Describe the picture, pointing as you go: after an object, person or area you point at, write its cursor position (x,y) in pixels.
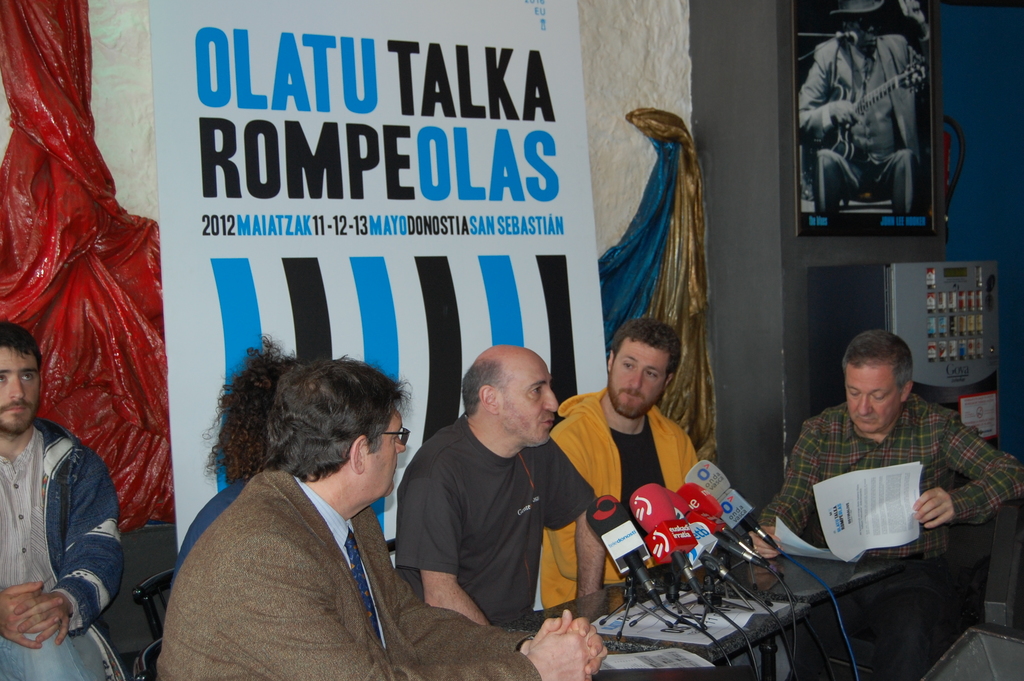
In this image in the front (653,555) there is a table (729,639), on the table (677,604) there are mics (674,566). In the center (633,434) there are persons (32,523) sitting on the chair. In the background (330,215) there is a board (391,190) with some text (411,199) written on it and there are clothes (96,200) which are golden, blue and red in colour and there is frame (884,155) on the wall (940,174).
